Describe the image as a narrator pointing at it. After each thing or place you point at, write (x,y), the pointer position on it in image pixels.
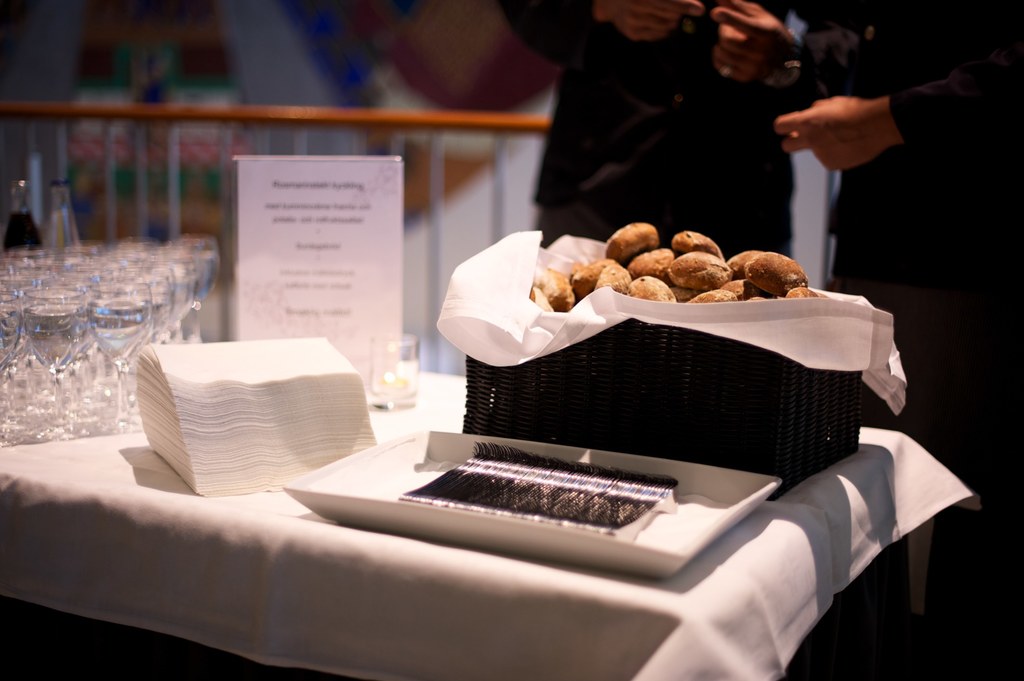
In the foreground of this image (258,586), on a table (236,522), there are tissues (254,410), a glass (373,391), few objects (483,484) in a tray (483,487), platters (464,457) and few food items (646,268) on a white cloth (499,316) and a name board (321,256). On the left (112,310), there are glasses (51,271) and two bottles (63,231). On the right (944,154), there are two persons (953,214). Behind them, there is railing (363,134) and the background (235,46) is blurry.
